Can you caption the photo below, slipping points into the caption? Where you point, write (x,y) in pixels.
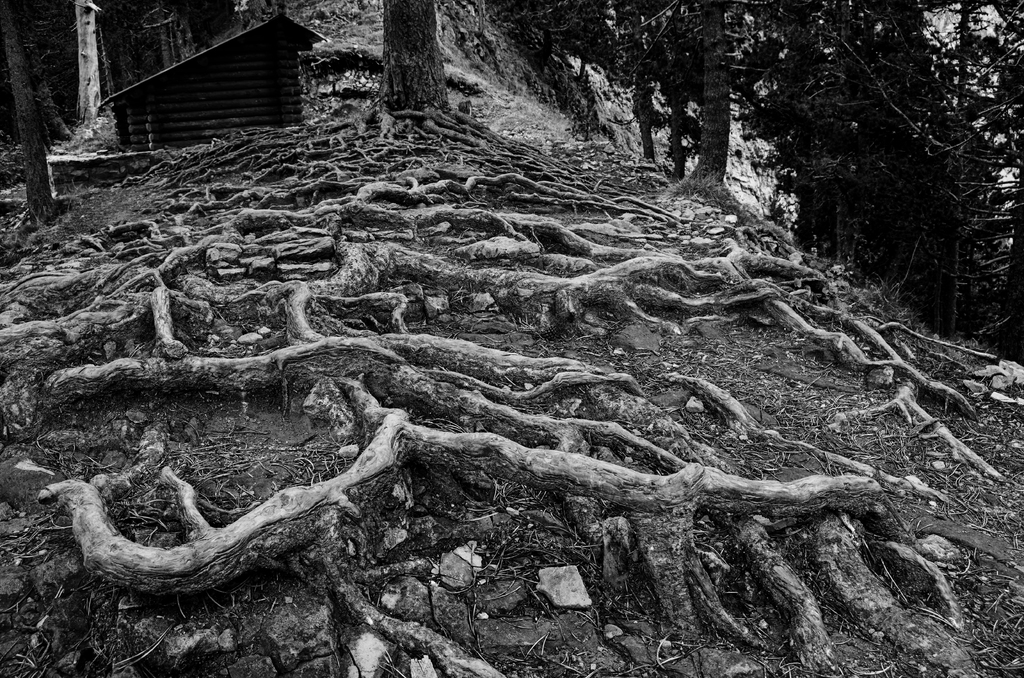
These are the roots (525,292) of a tree (575,282), in the left side (220,51) it looks like a shed (243,95). In the right side (900,75) there are trees (860,129).
